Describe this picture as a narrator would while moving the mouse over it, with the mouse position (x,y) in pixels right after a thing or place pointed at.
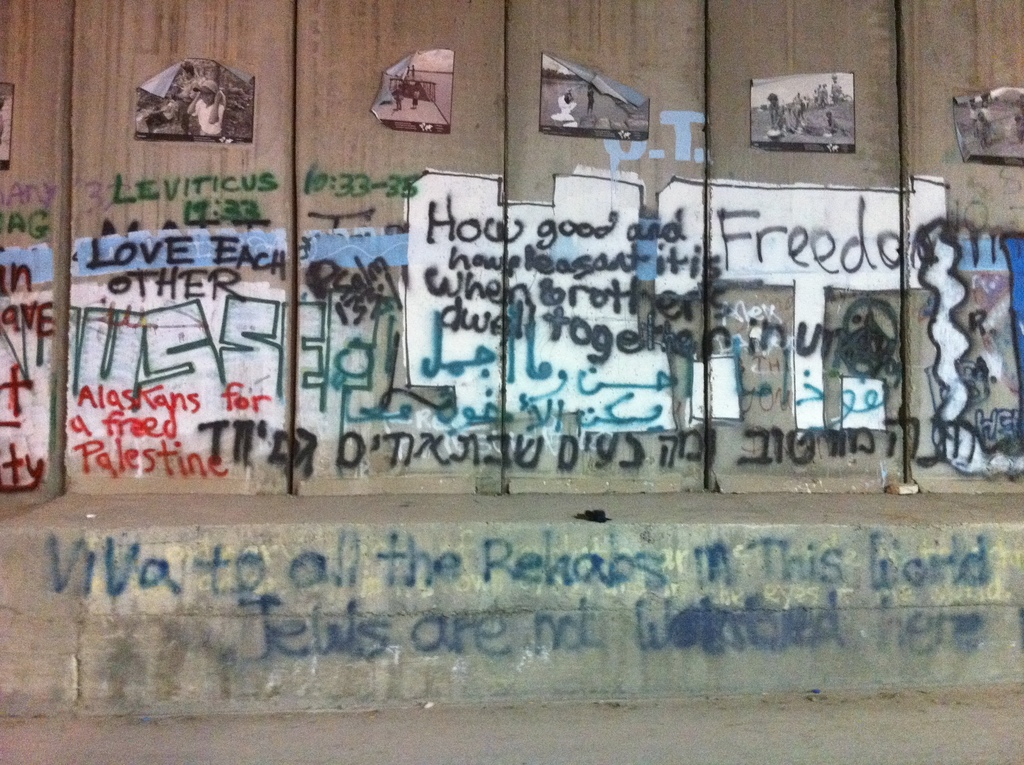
In this image there is wall (472,144) on the wall (172,174) there is graffiti (260,245) and some posters (404,115), and there is a text (186,285). At the bottom (426,716) there is walkway (994,736) and wall (333,569), on the wall (425,600) there is text (553,590).
